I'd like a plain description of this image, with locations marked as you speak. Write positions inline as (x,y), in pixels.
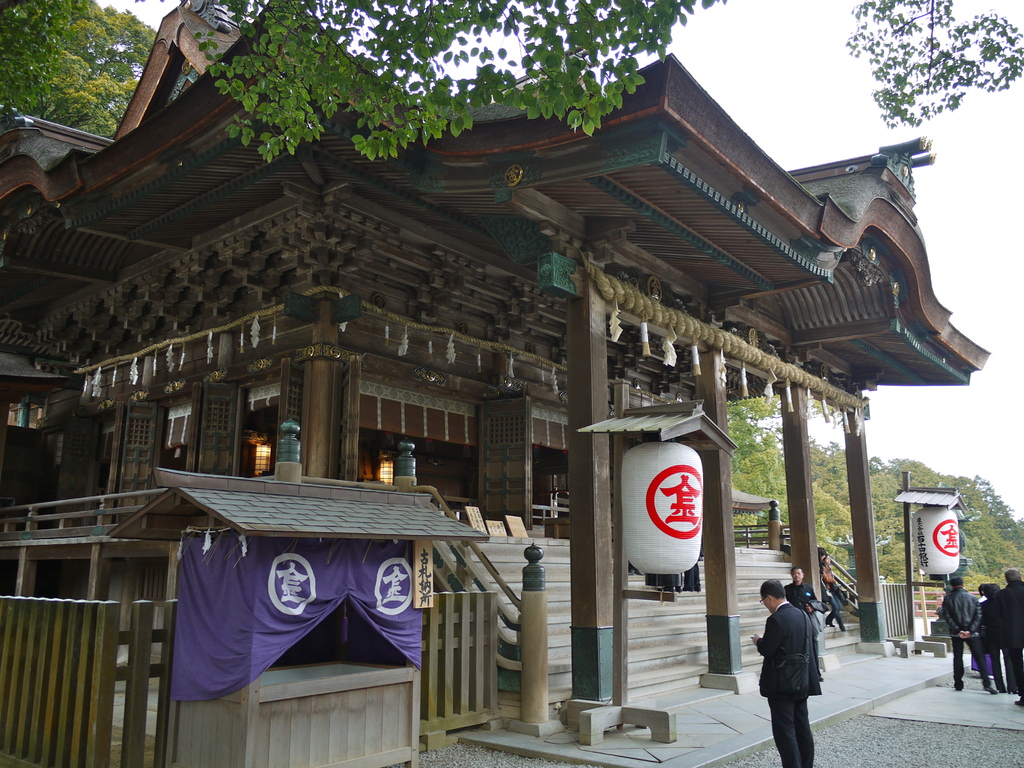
This image is taken outdoors. At the top of the image (781,65) there is the sky (835,107). In the background (828,502) there are many trees (990,544) with leaves (1006,522), stems (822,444) and branches (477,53). At the bottom of the image (902,744) there is a floor (678,726). In the middle of the image (525,388) there is Japanese architecture (270,247) with walls (260,376), pillars (329,409), doors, windows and a roof (183,133). There are a few carvings (271,278) on the walls (282,322). There are a few stairs (560,585). There is a railing (540,651). There is a fence (36,640) and there is a cabin (288,649). There are a few wooden sticks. There are two lamps (953,551). On the right side of the image (795,629) a few people (765,600) are standing on the floor (818,723) and a few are standing on the stairs (705,637).
